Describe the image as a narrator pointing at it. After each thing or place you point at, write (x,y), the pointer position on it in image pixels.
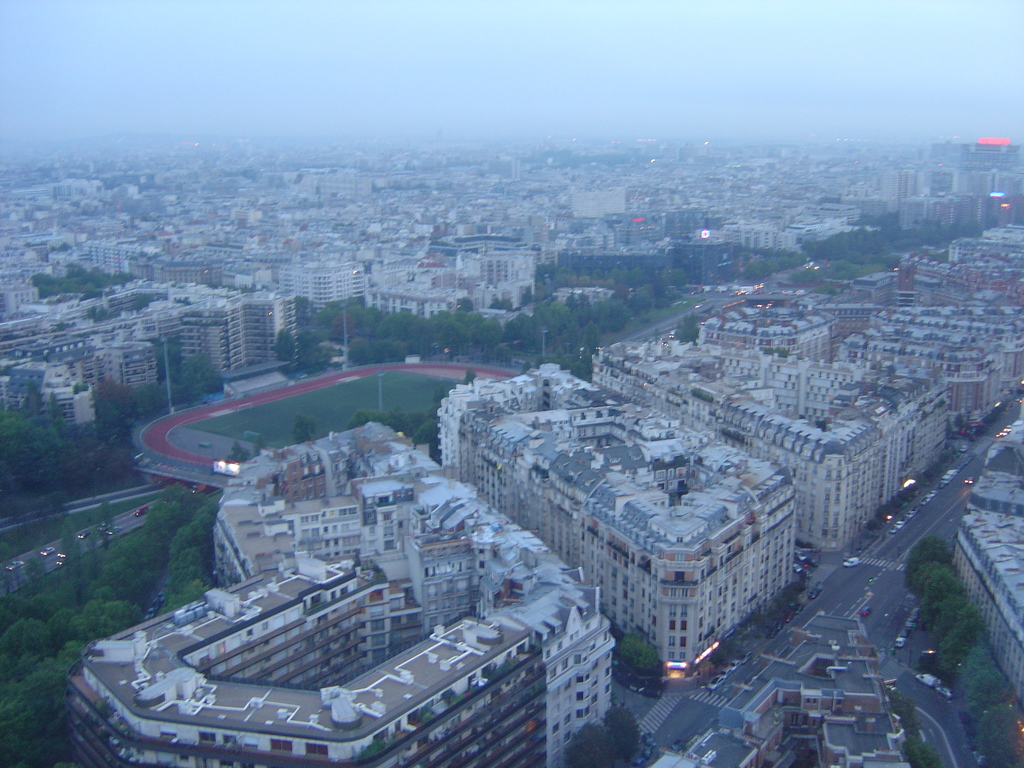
In the image there are many buildings (260,338), road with vehicles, poles (545,327), trees (370,414) and also there is a ground (303,404) with grass (290,404). At the top of the image (348,96) there is a sky (345,38).
